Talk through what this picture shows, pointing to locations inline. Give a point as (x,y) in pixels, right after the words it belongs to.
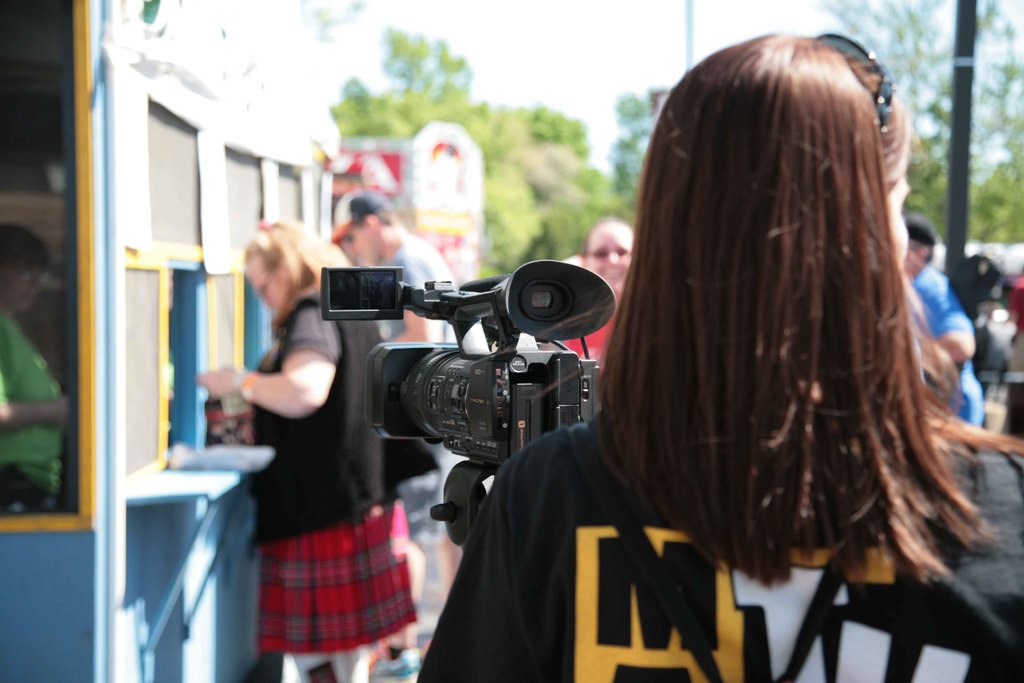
a person (750,413) is standing in front of a camera (513,391). at the back (337,252) there are more people (413,246) and buildings (264,186). at the back (490,173) there are trees (530,113).
